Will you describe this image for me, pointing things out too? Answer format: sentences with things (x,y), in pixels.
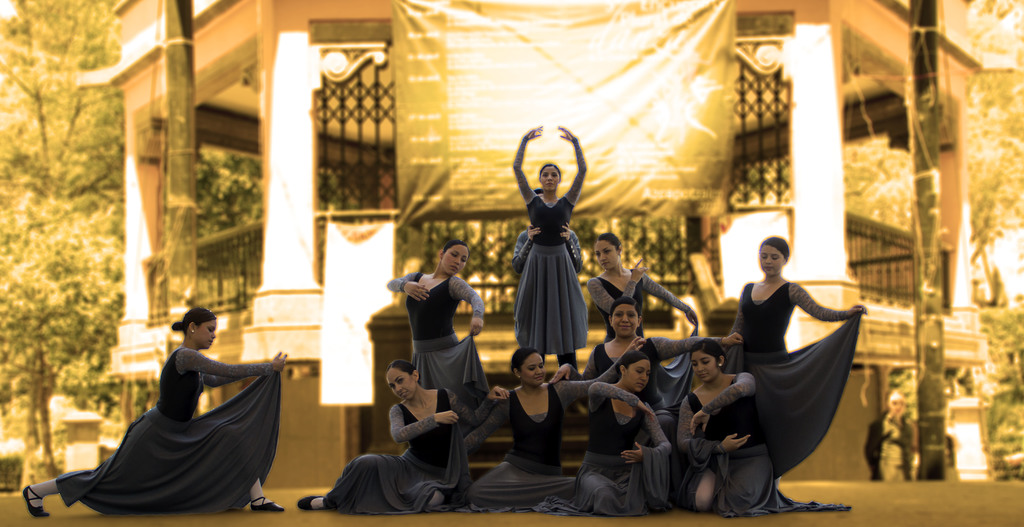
In this picture I can see group of girls (572,370) performing the dance and giving a pose. Also in background (374,129) I can see the building (310,113) and trees (59,179).
